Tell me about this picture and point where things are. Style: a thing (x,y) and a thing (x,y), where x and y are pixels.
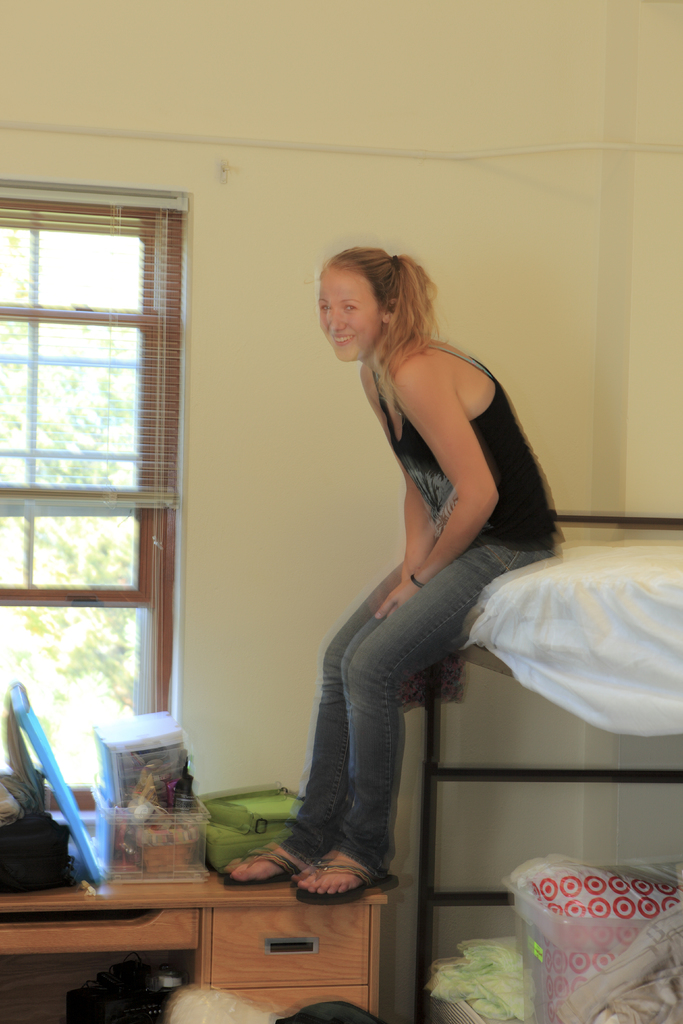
This woman (406,410) is sitting on a double cot bed (616,583). Under this bed (625,582) there is a container (619,943) with clothes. On this desk (230,893) there is a box (196,878) and bag (9,824). Outside of this window (81,501) we can able to see trees (96,526).
